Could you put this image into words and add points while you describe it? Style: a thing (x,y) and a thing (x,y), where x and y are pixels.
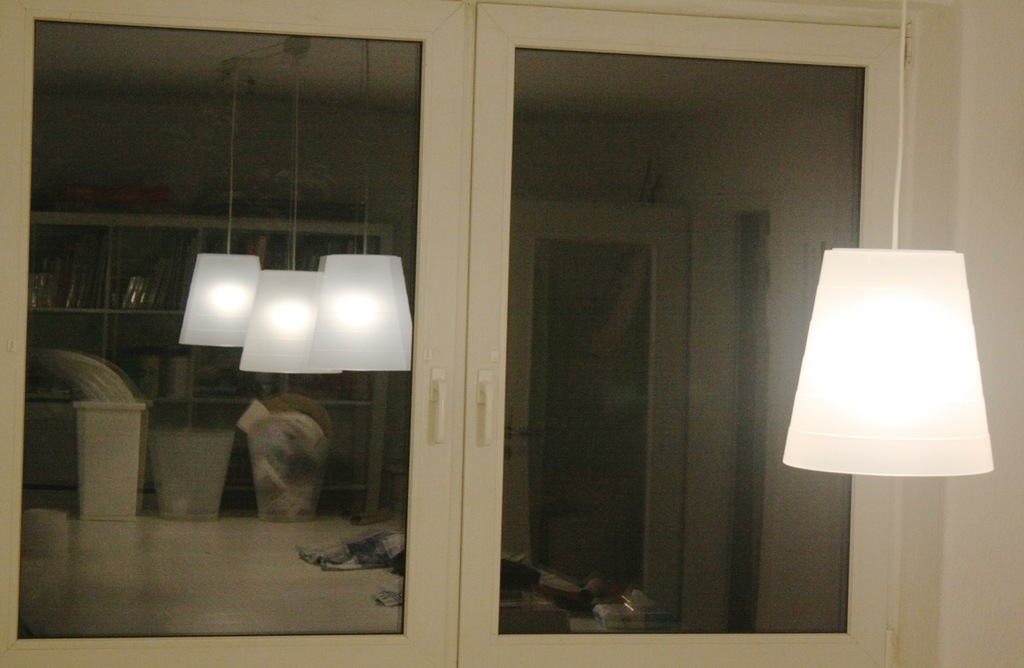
In this image I can see a lamp (878,413) hanging on the right (854,276). There is a glass window (364,491) on which there is a reflection (243,490) of 3 lamps (223,311) and shelves (142,358) at the back (147,390).
